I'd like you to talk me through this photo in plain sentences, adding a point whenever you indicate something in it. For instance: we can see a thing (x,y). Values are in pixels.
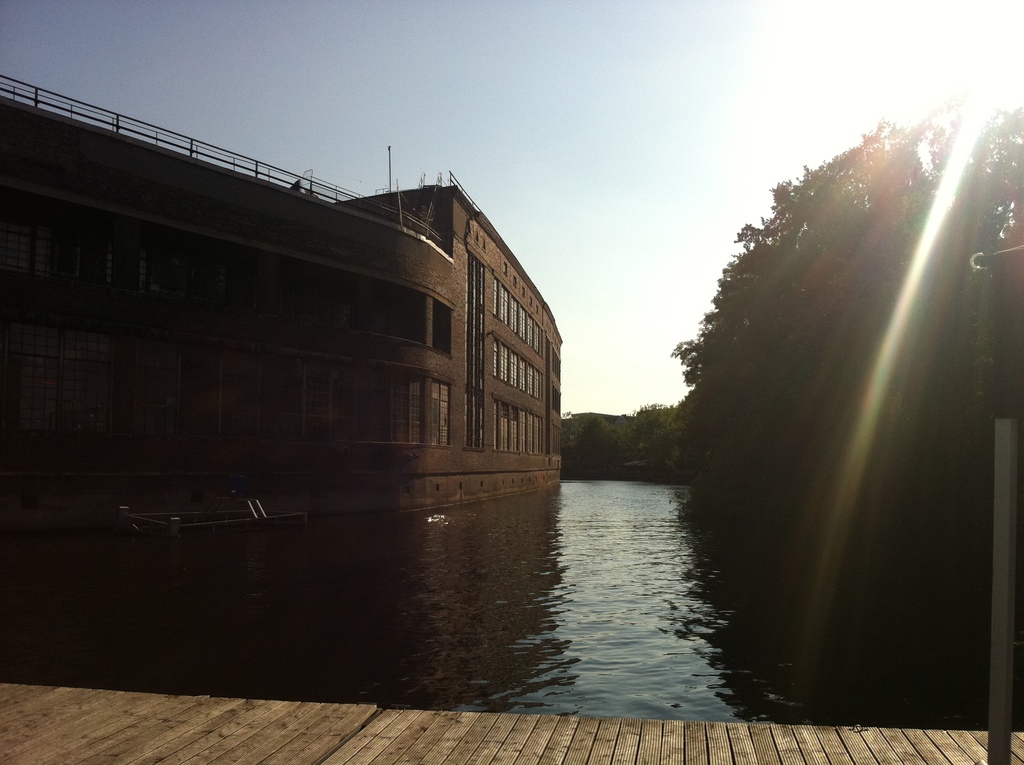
In this image we can see a building (373,450), water (617,557), and trees (948,345). On the right side of the image (1004,763) we can see a pole (1004,436). In the background (645,220) there is sky (572,123).
